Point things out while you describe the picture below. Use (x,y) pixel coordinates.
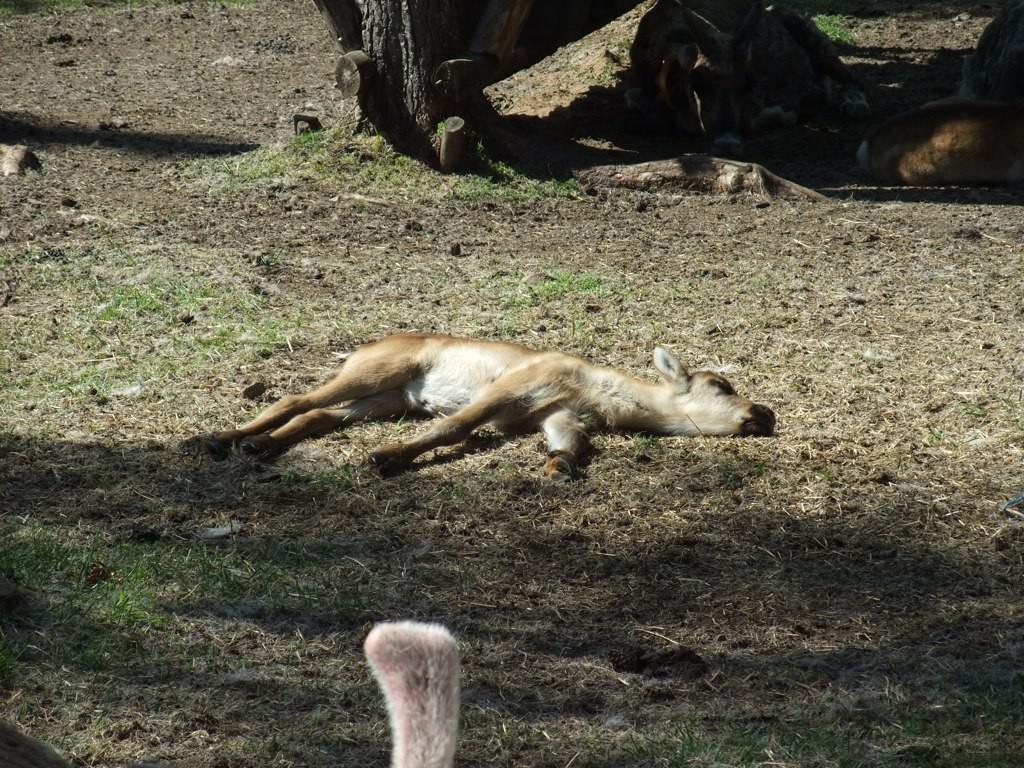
In this image I can see an animal (570,400) sleeping on the ground (364,318). The animal (466,360) is in brown color, background (624,326) I can see grass (232,175) in green color.
